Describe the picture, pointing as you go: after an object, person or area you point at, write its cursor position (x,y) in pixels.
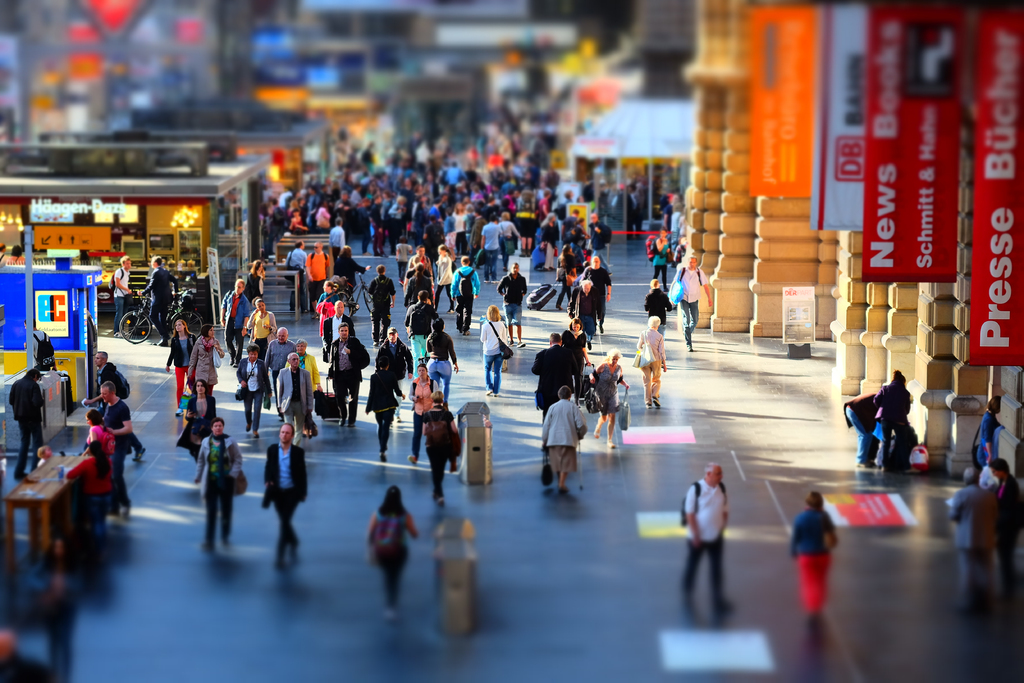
In this image I can see many people (351,341) with different color dresses (423,351). To the right (877,258) I can see the banners (914,278) to the building (785,286). To the left (61,300) I can see few more boards (63,326) and some stores (124,159). I can see few people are wearing the bags (46,338) and one person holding the bicycle (146,301). I can see there is a blurred background.
